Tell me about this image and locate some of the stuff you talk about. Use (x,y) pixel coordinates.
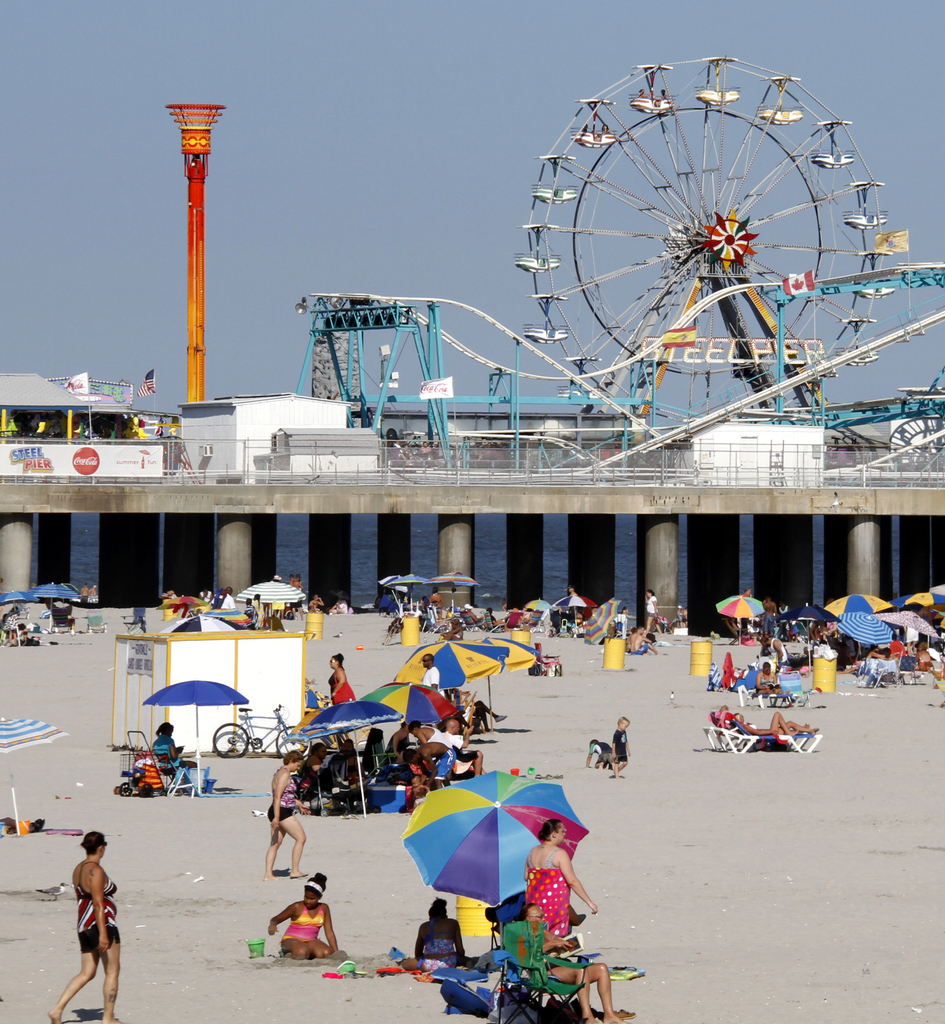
In this image I see number of people (621,729) over here and I see number of umbrellas (488,648) which are colorful. In the background (493,396) I see the amusement parks rides (319,303) and I see the sky (401,132) and I see a cycle (276,746) over here.
